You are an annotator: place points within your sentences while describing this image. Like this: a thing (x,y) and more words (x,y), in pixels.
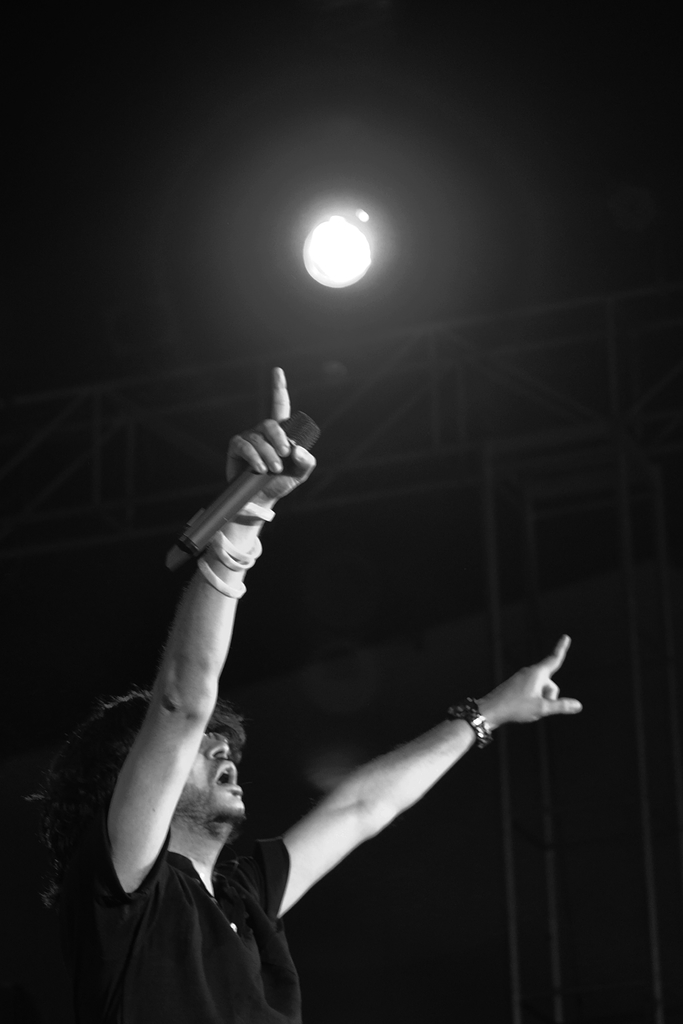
This is black and white image. we can see a man (173,653) is holding mic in his hand (279,476). Background of the image (342,240) light (321,250) is present.
